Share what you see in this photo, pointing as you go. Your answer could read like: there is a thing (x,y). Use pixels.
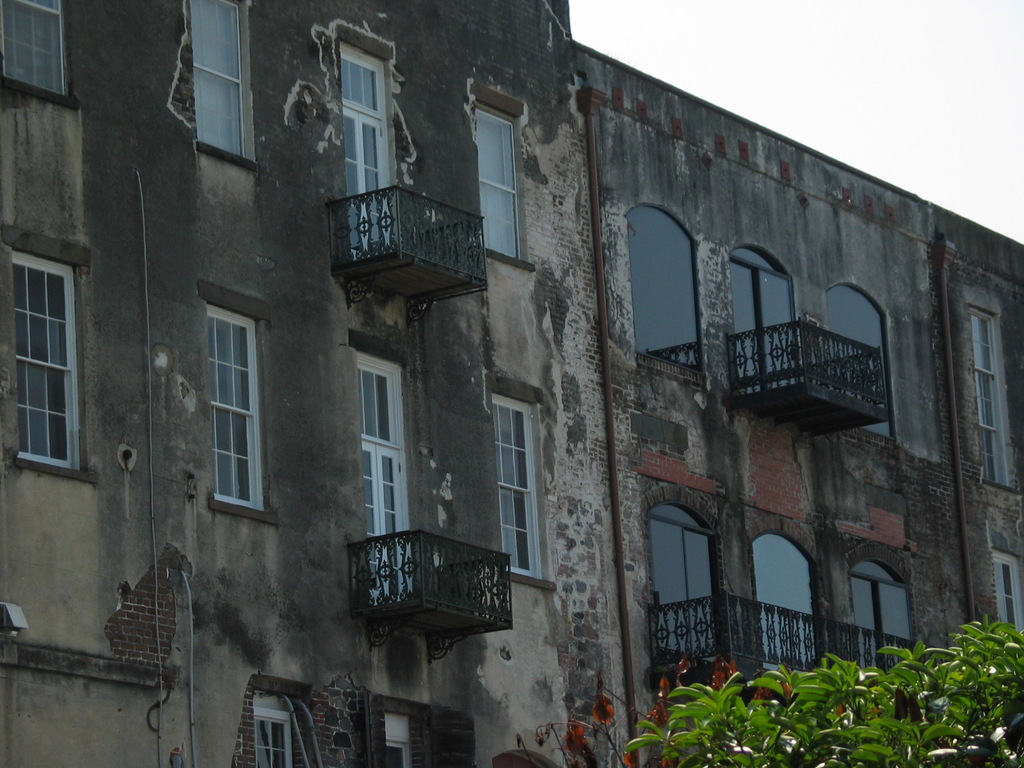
In this picture we can see a building (605,499) here, we can see glass windows (522,550), balconies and railings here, at the right bottom (957,714) there are some leaves (934,736), we can see the sky (994,197) at the right top of the picture (956,97).
